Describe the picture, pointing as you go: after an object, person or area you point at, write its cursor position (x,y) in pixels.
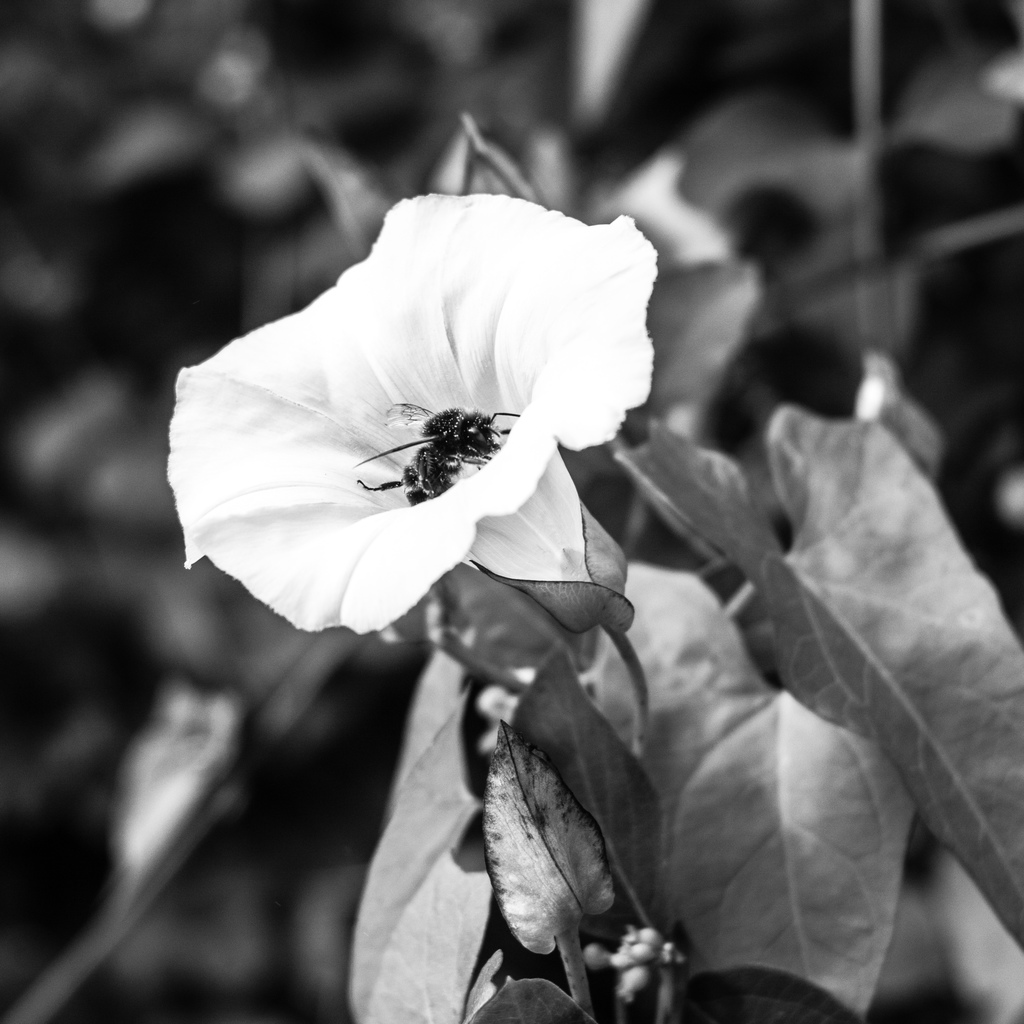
This is a black and white image. Background (794,22) portion of the picture is blur. In this picture we can see a flower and leaves (1008,867).
